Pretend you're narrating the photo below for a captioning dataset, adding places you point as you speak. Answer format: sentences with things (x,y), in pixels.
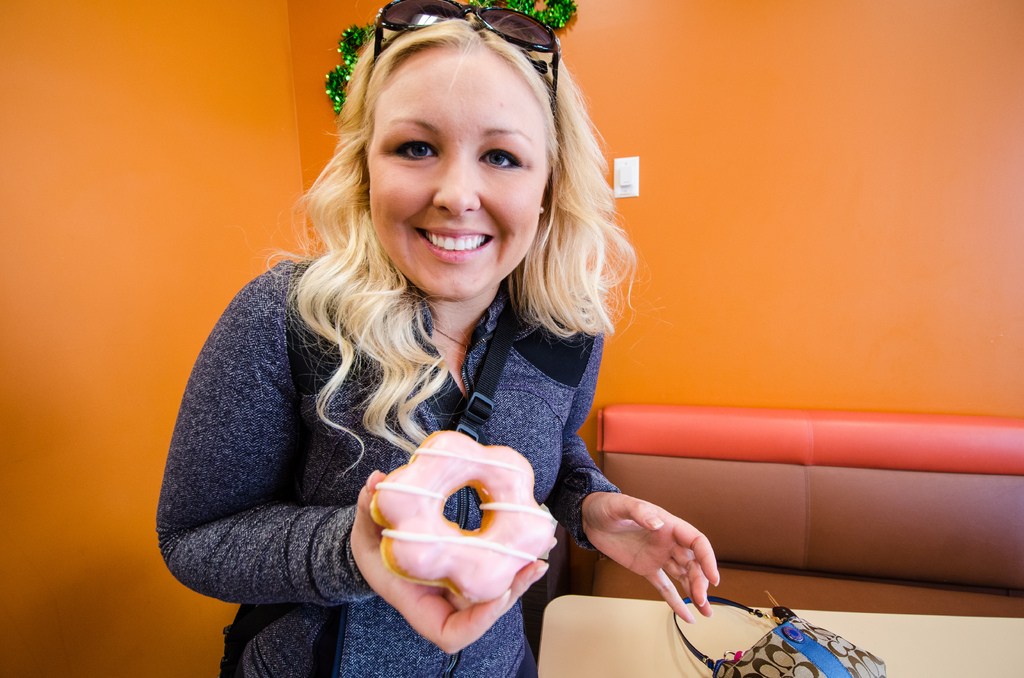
In this image there is a girl (421,316) standing with a smile (445,238) on her face (481,250) and she is holding a food item (415,502) in her hand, beside her there is a table (851,632) with a handbag (833,644) on top of it, in front of that there is a sofa (807,496). In the background (763,188) there is a wall (694,235).
